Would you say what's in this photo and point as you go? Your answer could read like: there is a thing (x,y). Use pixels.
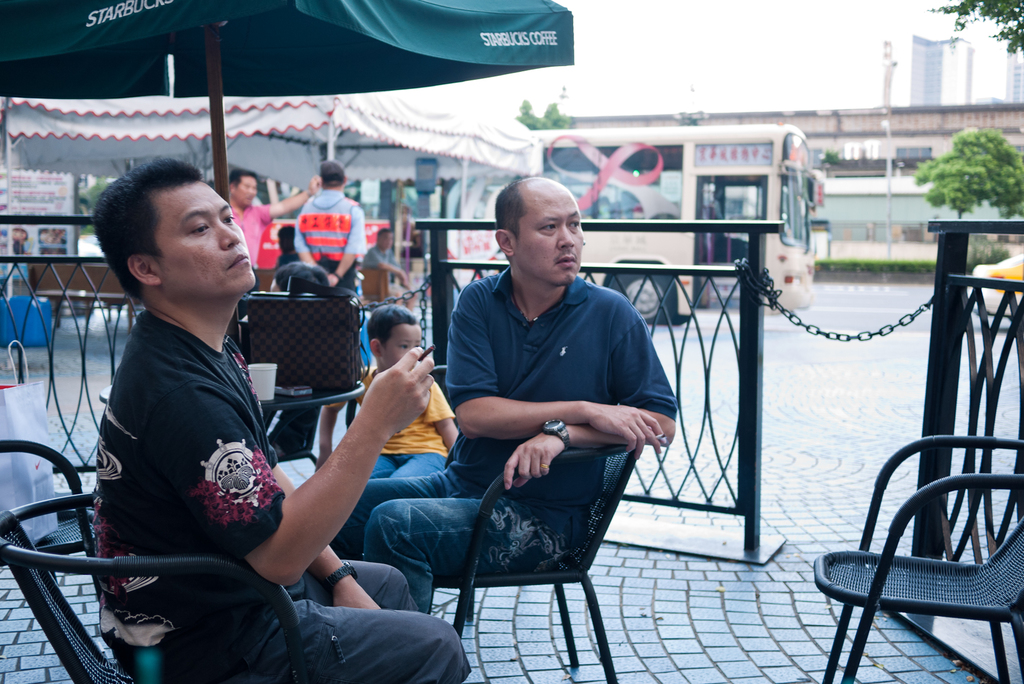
In this image I see 2 men (449,542) and a child (406,312) who are sitting on chairs (24,512) and there is another chair (1001,678) over here and on the table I see a cup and a bag (275,320). In the background (322,168) I see few people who are standing and sitting and I see a bus (721,154), plants (838,267) and the trees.
